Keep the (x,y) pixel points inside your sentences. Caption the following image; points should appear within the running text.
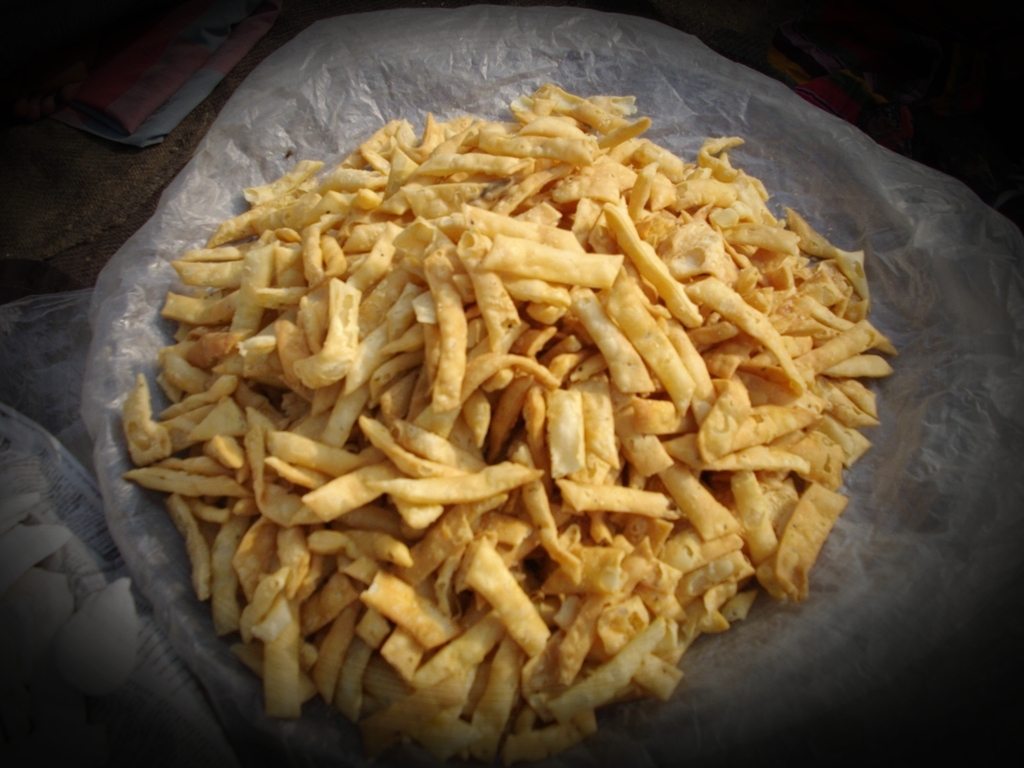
In this image we can see snacks (467,474) which are in brown color is kept in a plastic container (907,648).
